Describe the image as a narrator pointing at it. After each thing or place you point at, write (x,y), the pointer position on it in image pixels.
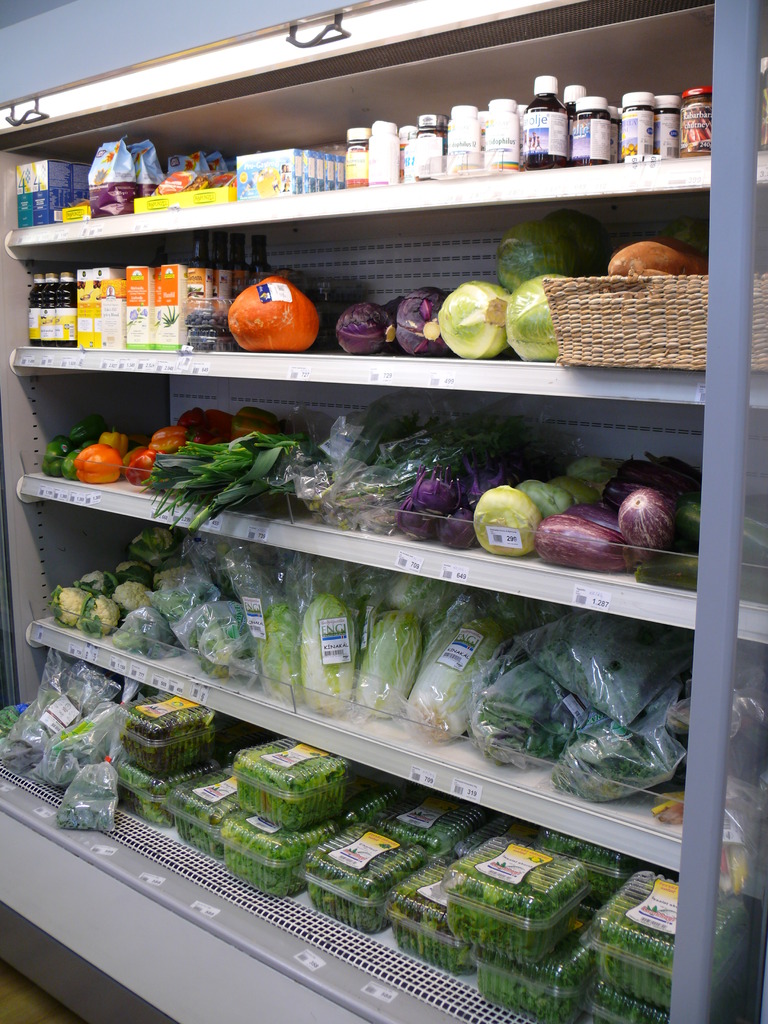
In this image we can see there are a few food items (246,187), drinks (199,275), vegetables (343,571) are arranged in a rack (447,548).
